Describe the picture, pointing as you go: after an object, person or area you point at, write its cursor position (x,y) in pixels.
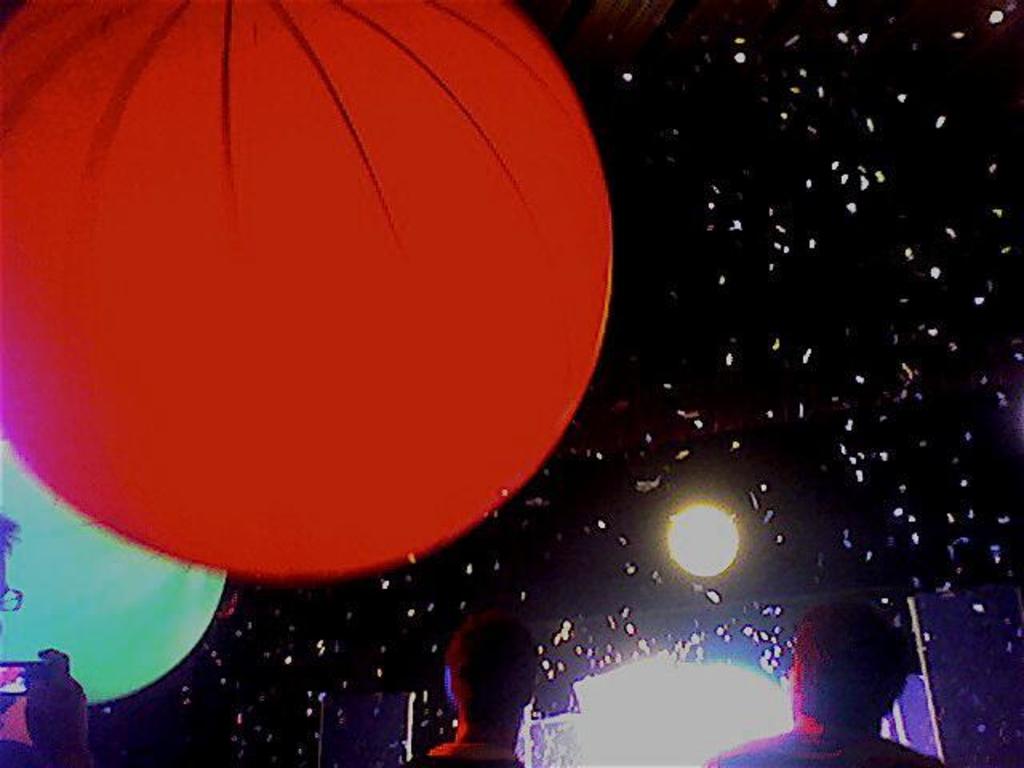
At the bottom of the image (503,730) we can see people (59,723). There are big balloons (294,412) on the left side of the image (117,476). In the background (681,503), we can see one light (703,564) and confetti (779,632) in the air (855,243).
